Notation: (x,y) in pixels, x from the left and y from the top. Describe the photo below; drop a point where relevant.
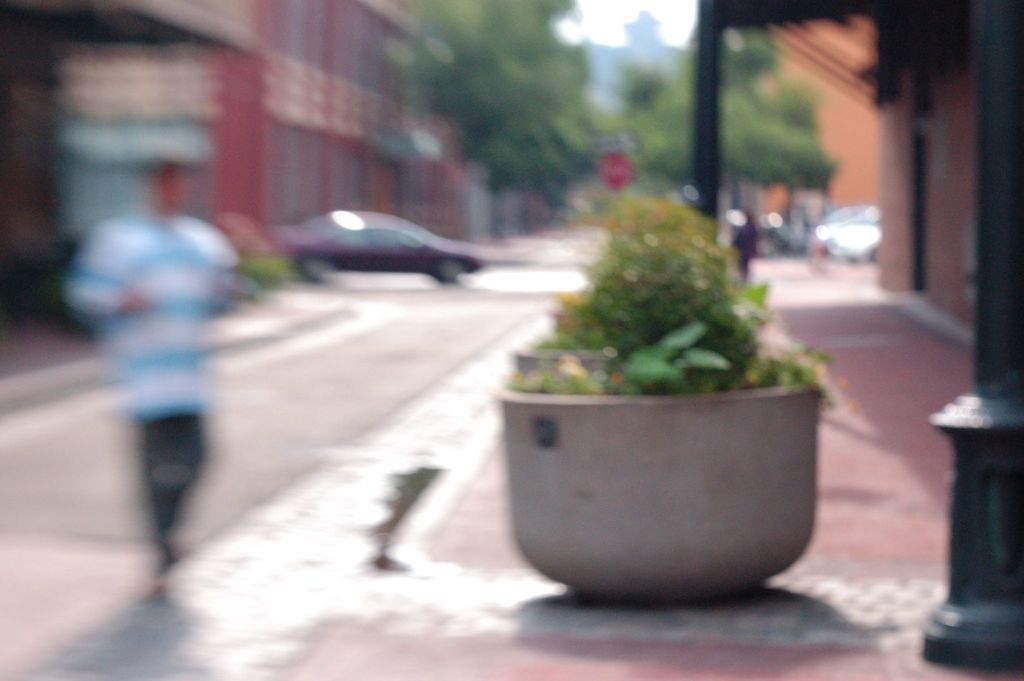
This is a blurred image. In this we can see a pot (587,503) with plants (603,379). Also there is a person (191,373), road (317,352), car (346,240), buildings (435,159) and trees (549,84).
